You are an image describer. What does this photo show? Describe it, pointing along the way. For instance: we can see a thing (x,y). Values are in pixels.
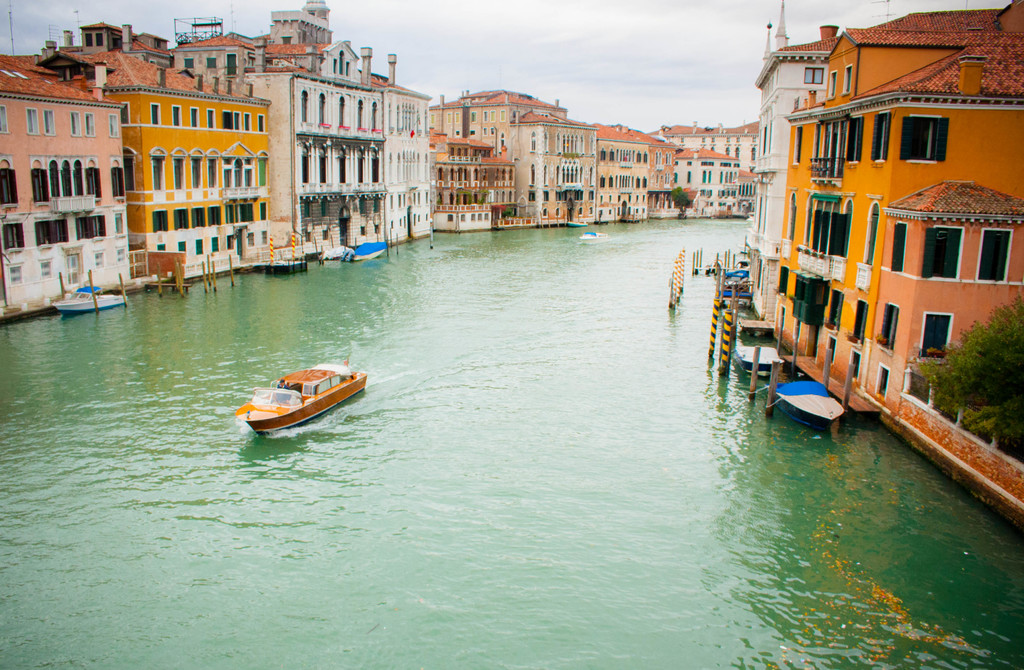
This image consists of many buildings (767,114). On the left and right, there are boats (105,304) parked. In the middle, there is a boat (296,408) moving in the water (279,445). At the bottom (480,549), there is water (491,399). At the top (513,59), there is sky (513,72).
